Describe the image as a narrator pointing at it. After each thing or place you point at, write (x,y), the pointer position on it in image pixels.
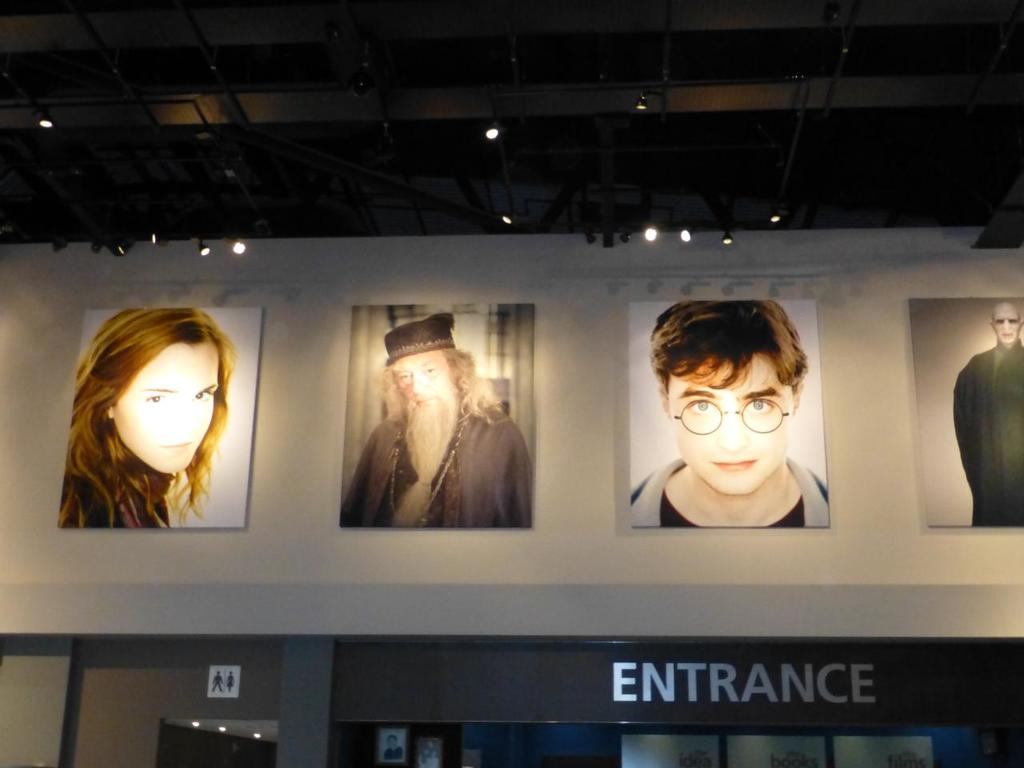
In this image, we can see photos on the wall (269,254) and we can see a name board (983,722) and a sign board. At the top (153,245) we can see the lights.
